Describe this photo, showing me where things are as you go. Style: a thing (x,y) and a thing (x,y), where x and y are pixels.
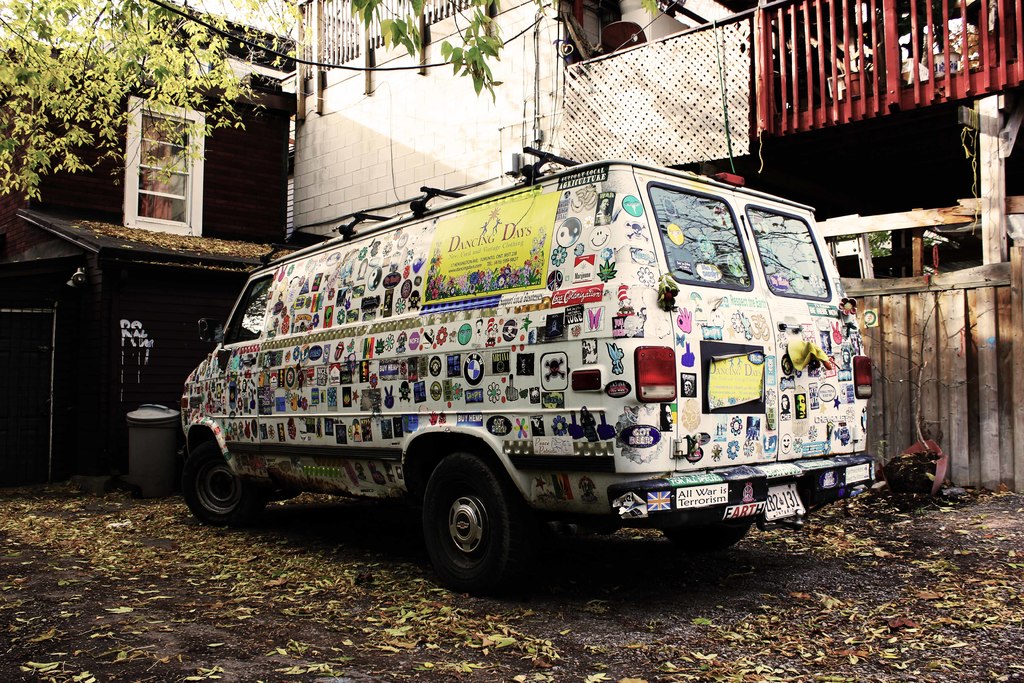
In this picture we can see the wall (335,147), railings (594,94), leaves (32,77), branches (147,43), vehicle (773,237) and objects (519,240). At the bottom portion of the picture (641,625) we can see leaves (407,636) on the ground (383,665).
